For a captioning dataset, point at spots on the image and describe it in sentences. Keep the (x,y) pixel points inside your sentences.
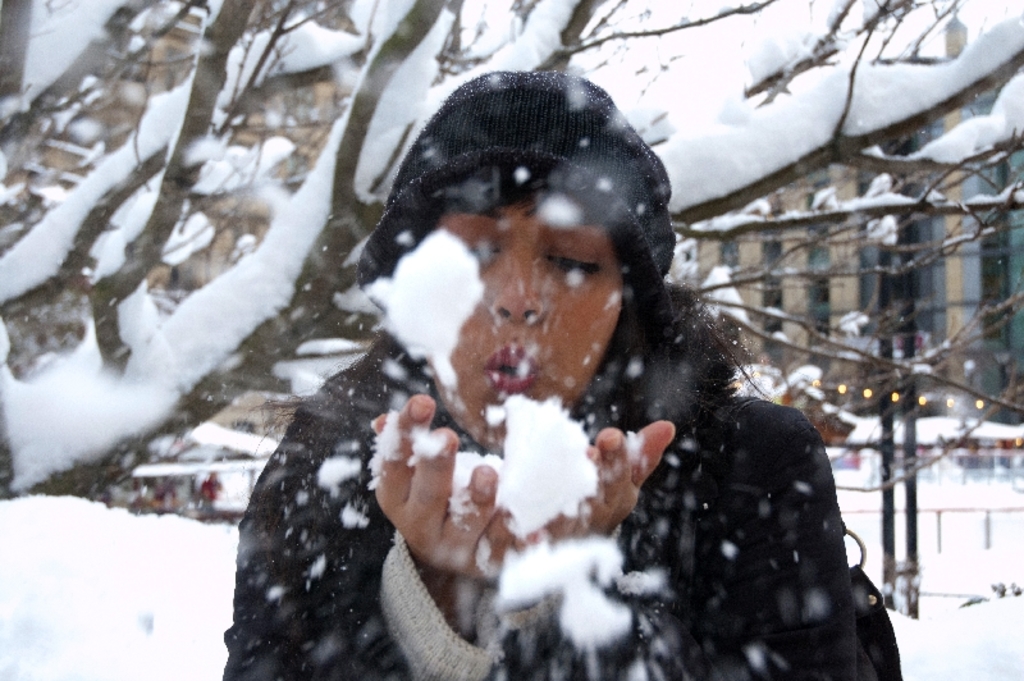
There is a woman (559,355) wearing a cap (625,187) is having snow (516,490) on the hands (485,511). In the back (695,163) there are trees (706,224), buildings (792,253), lights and poles (916,238). And it is covered with snow (274,448).
